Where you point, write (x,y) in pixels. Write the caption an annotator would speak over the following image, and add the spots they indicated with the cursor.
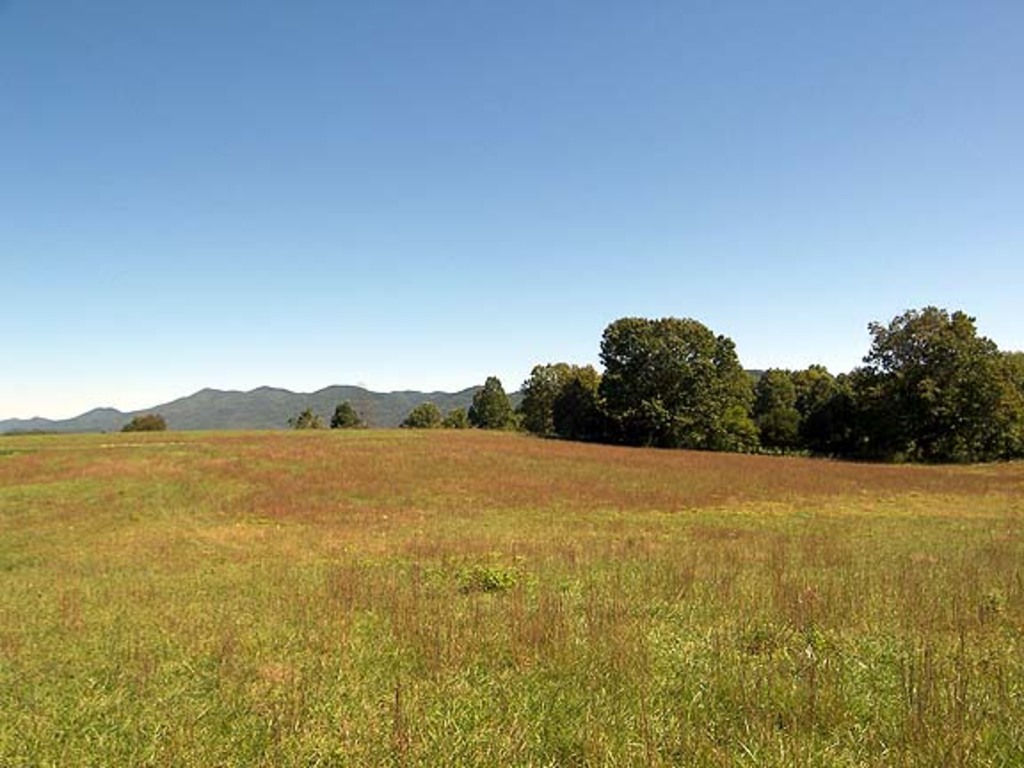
In the picture we can see a grass surface (738,718) with plants (859,724) on it and far from it, we can see some trees (545,392), hills (69,428) and sky (545,230) which are blue in color.
